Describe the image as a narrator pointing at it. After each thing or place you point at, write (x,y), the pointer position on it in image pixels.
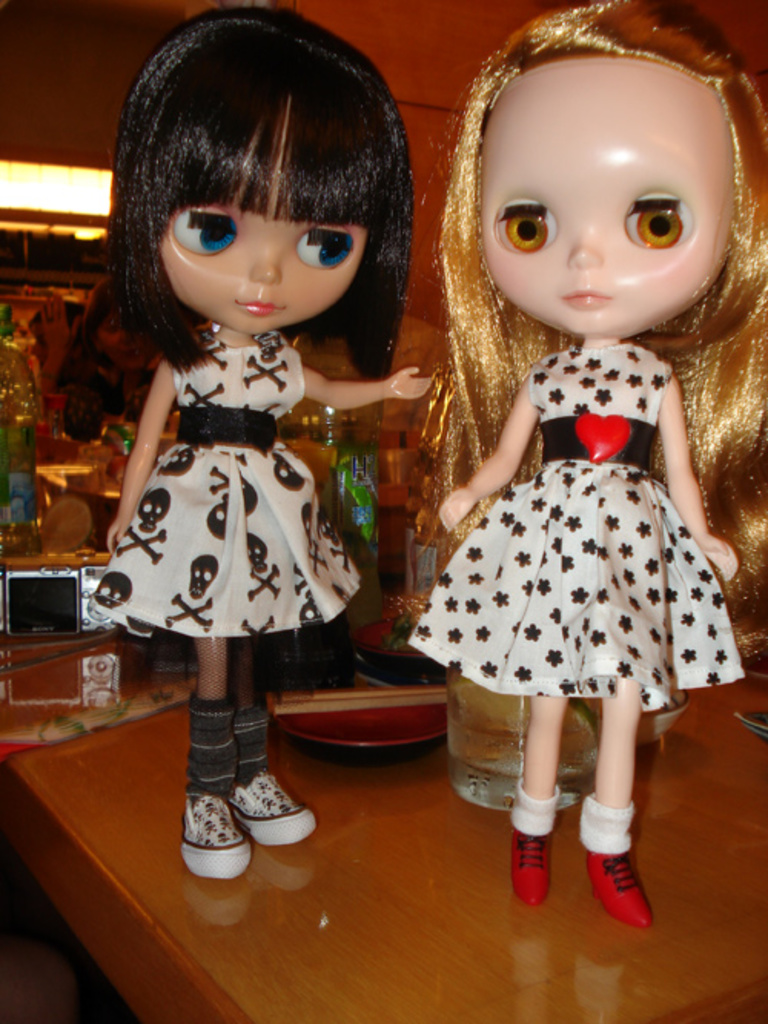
In this image there are two dolls (481,601) on the table (450,872). There are glass (498,795) and plate (318,752). There are few objects (53,735) in the background (47,635).
